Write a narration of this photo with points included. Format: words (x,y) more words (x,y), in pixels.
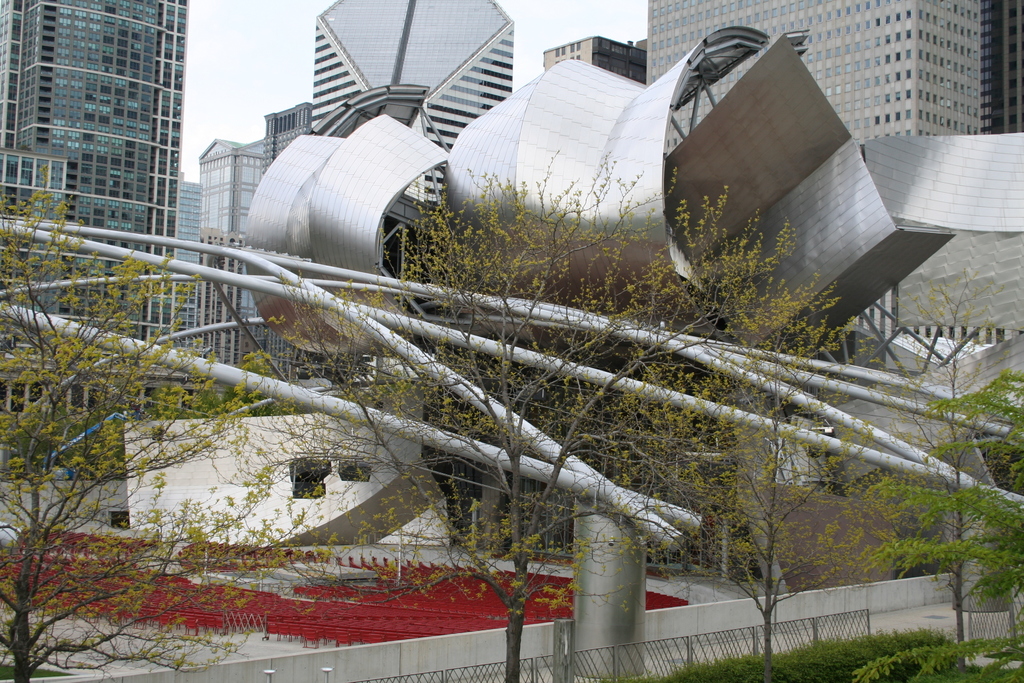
In this image I can see plants (880,554) in green color, background (127,112) I can see few buildings (959,244) in gray and cream color, I can also see few glass buildings (165,86) and the sky (277,62) is in white color.
